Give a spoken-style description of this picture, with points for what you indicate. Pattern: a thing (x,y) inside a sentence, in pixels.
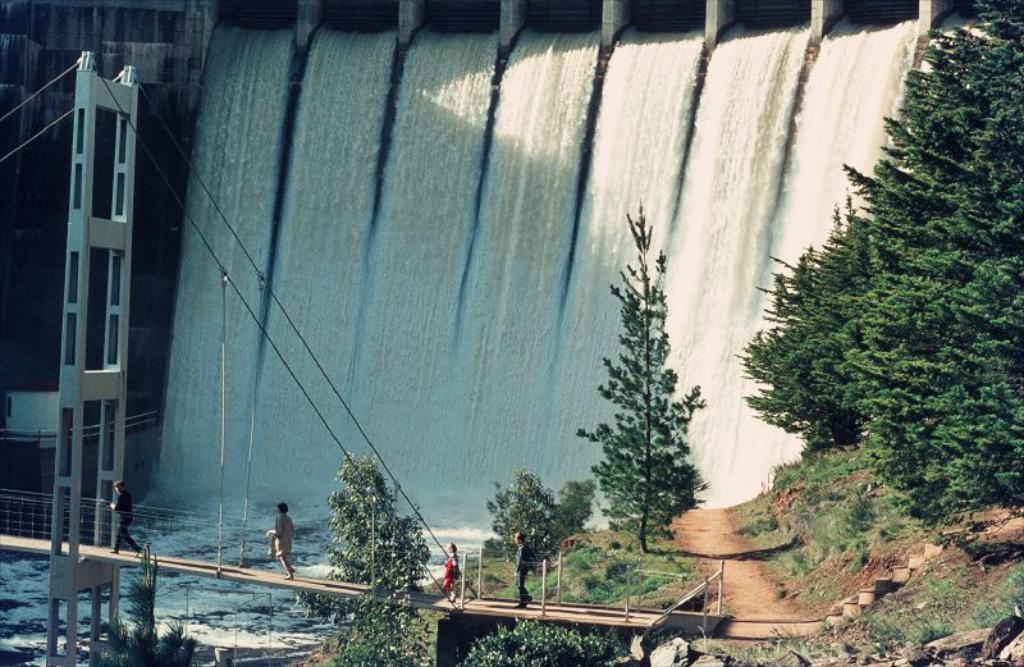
In this image in the center (568,406) there is one dam (189,372), and at the bottom (87,552) there is one bridge (669,623) and on the left side (87,574) there is one tower (85,154). On the right side (818,422) and in the center (613,441) there are some trees (843,427), walkway (756,588) and sand (780,586). At the bottom (181,524) there is a river (176,610) and some persons (524,583) are walking on a bridge (562,605).
